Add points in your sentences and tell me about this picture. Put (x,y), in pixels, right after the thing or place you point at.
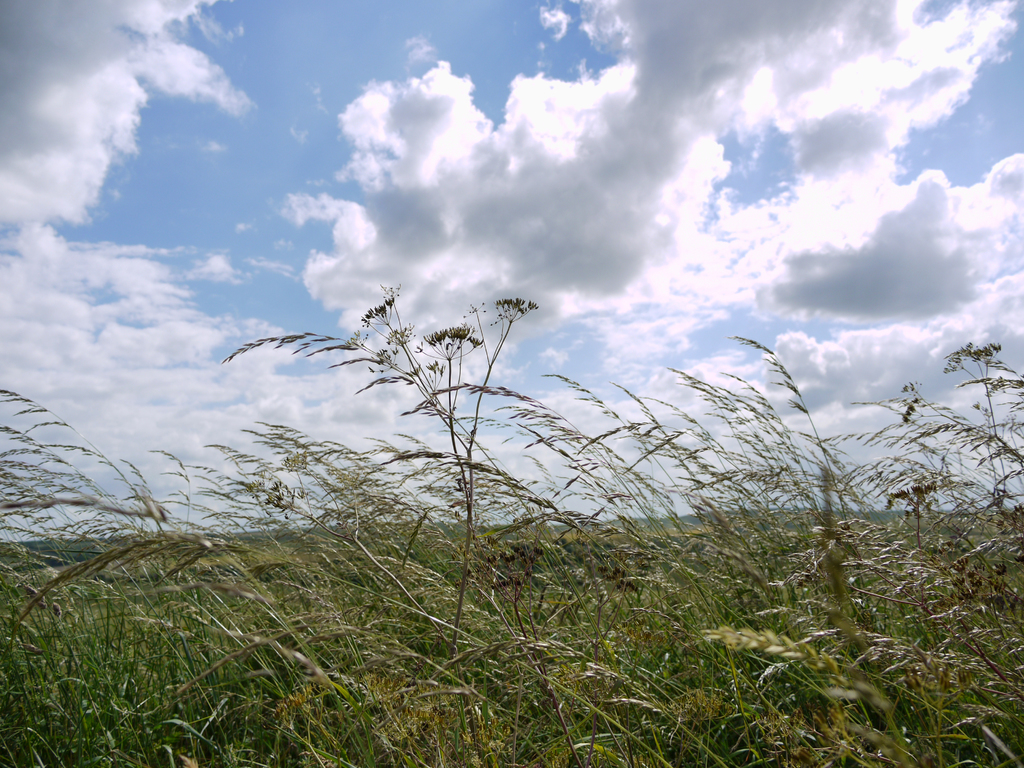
In this picture I can see the plants (474,535) in front (332,551) and in the background (265,217) I can see the sky (452,128) which is a bit cloudy.
